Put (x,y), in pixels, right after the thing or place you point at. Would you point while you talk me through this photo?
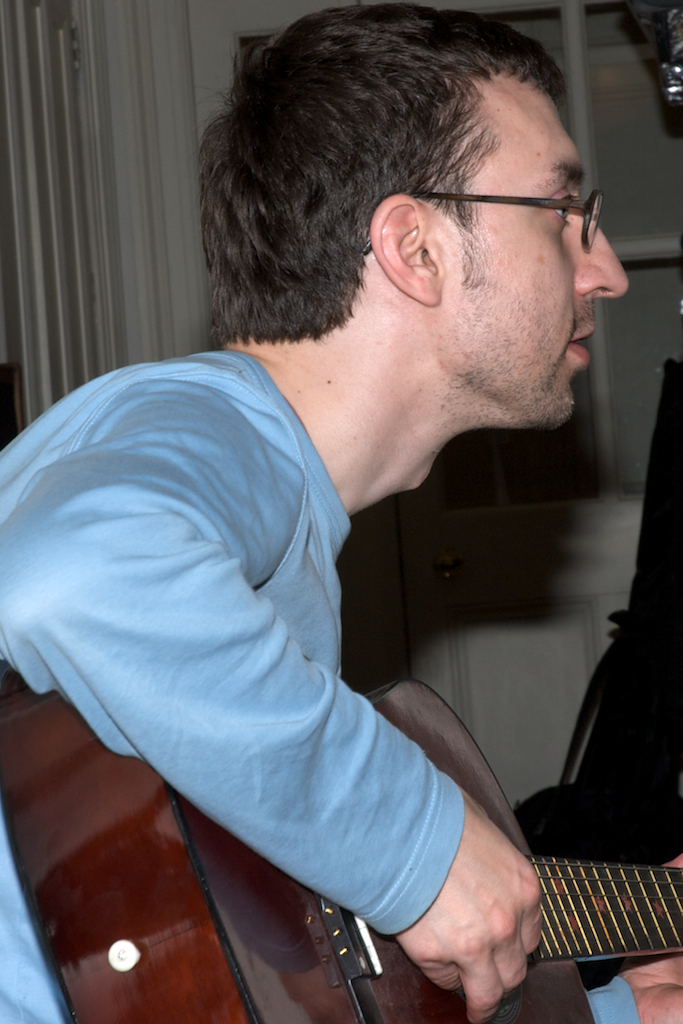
In the image we can see there is a person (340,863) who is holding guitar (574,884) in his hand (632,980).
